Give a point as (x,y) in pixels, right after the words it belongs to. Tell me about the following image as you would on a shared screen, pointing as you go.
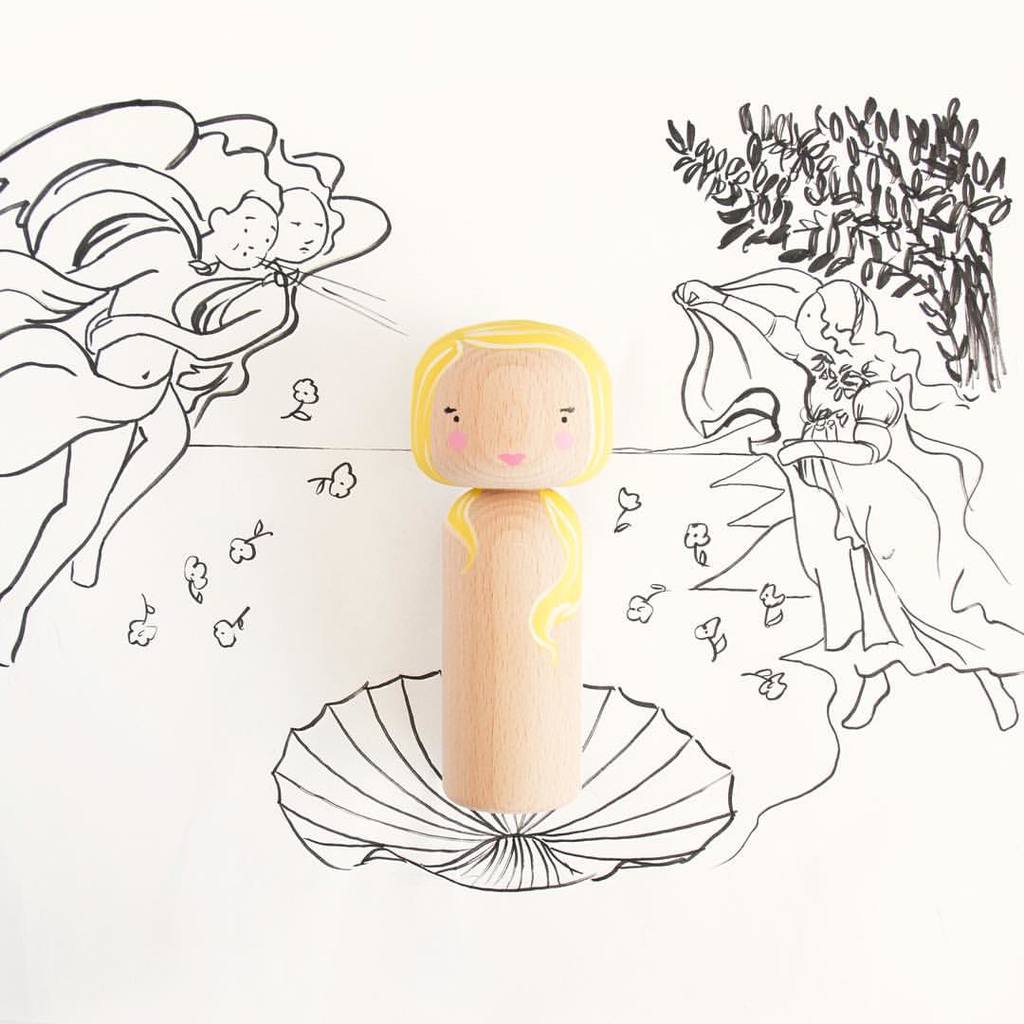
In this picture there is a doll (505,392) which is made from the wood (520,351) which is kept on the paper (686,643). In the paper (734,584) I can see the painting (242,334) of the women (919,615), flowers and plants (949,140).
